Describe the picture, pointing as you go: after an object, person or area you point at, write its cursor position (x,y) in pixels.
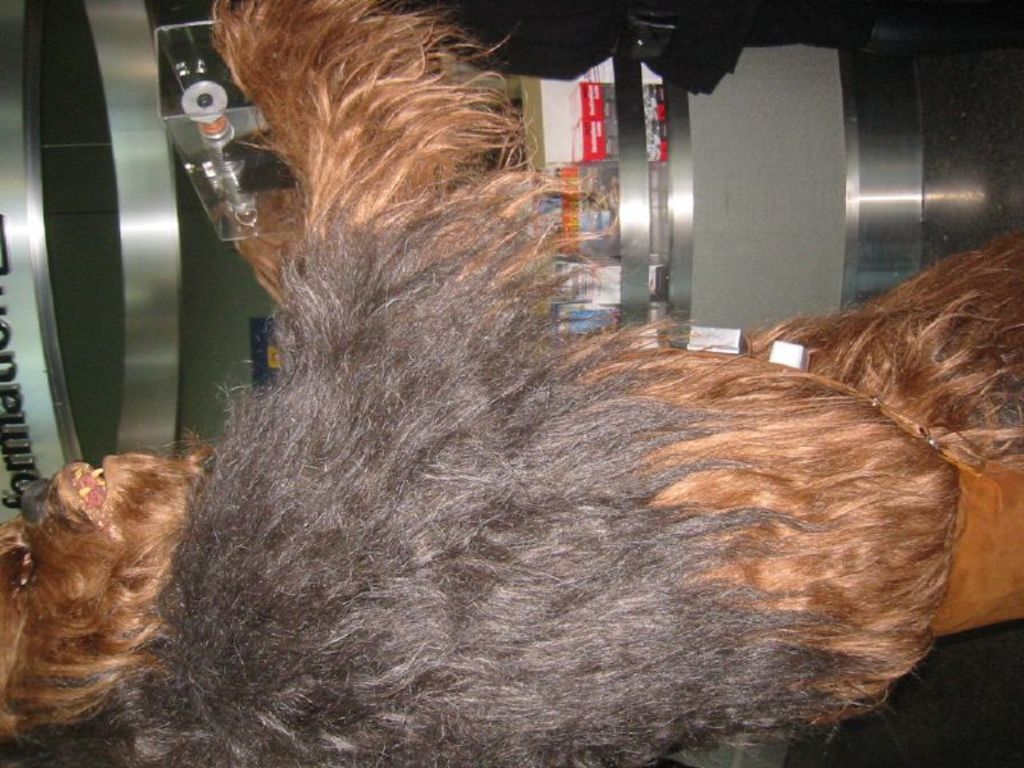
At the bottom of the picture (268,579), the animal (253,545) in black and brown fur (385,523) is shown Beside that, we see a pillar (678,225) and a shelf (596,186) on which we can see red color packets (647,116). These packets (595,128) are placed on the shelf (541,142). This picture might be clicked indoors.
